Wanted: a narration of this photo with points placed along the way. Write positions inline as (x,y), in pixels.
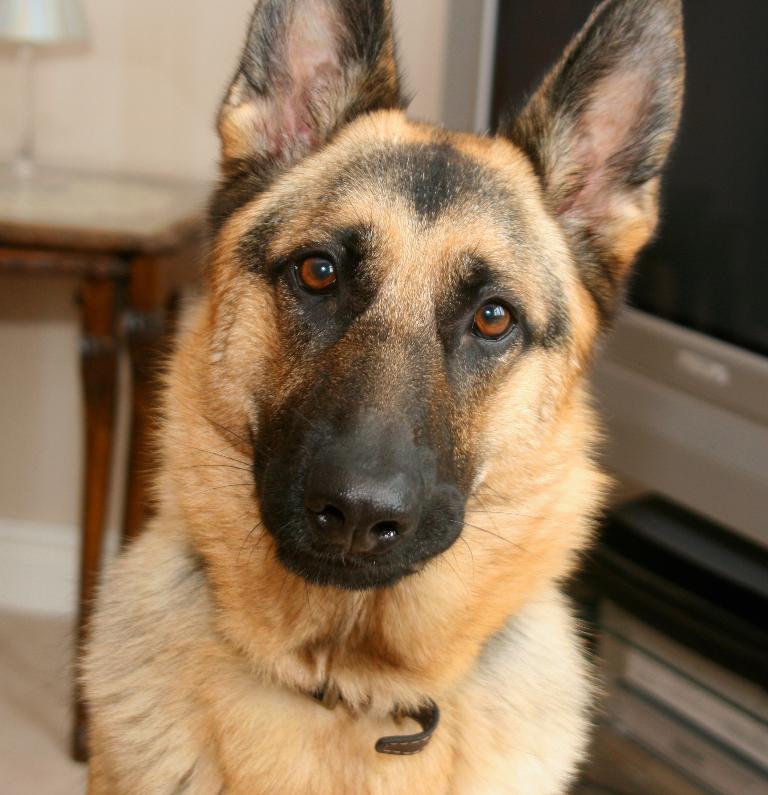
In this picture I can see there is a dog (472,687) sitting on the floor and in the backdrop (724,418) there is a table (100,186) and there is a television (767,393).
